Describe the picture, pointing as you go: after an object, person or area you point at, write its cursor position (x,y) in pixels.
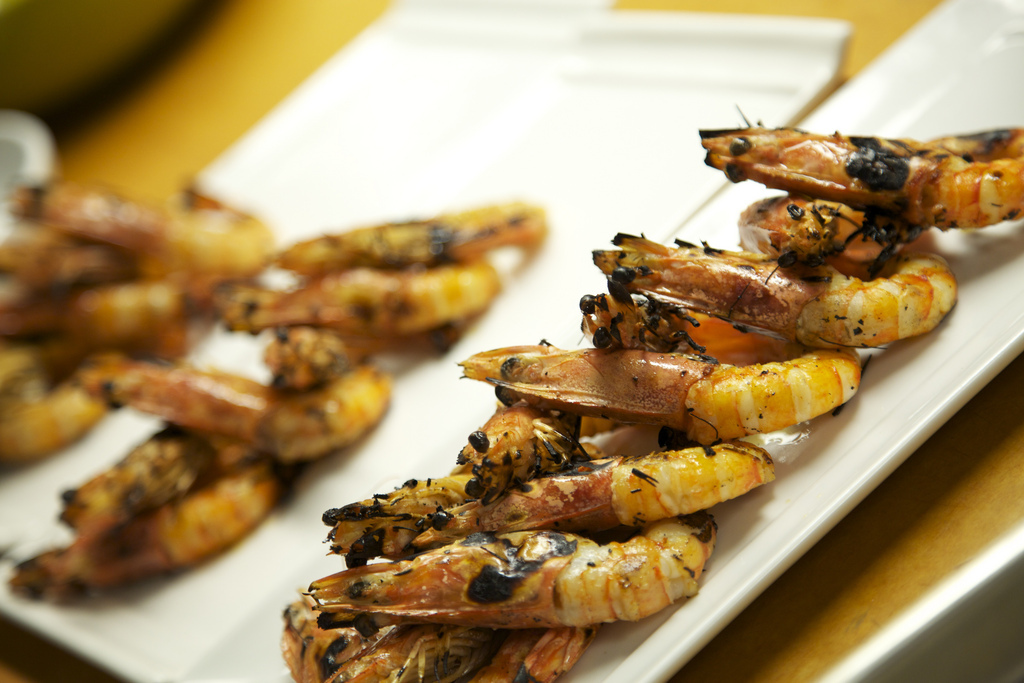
In this picture we can see prawns (955,139) in trays (528,29) and these trays (885,77) are placed on a table (314,2).
